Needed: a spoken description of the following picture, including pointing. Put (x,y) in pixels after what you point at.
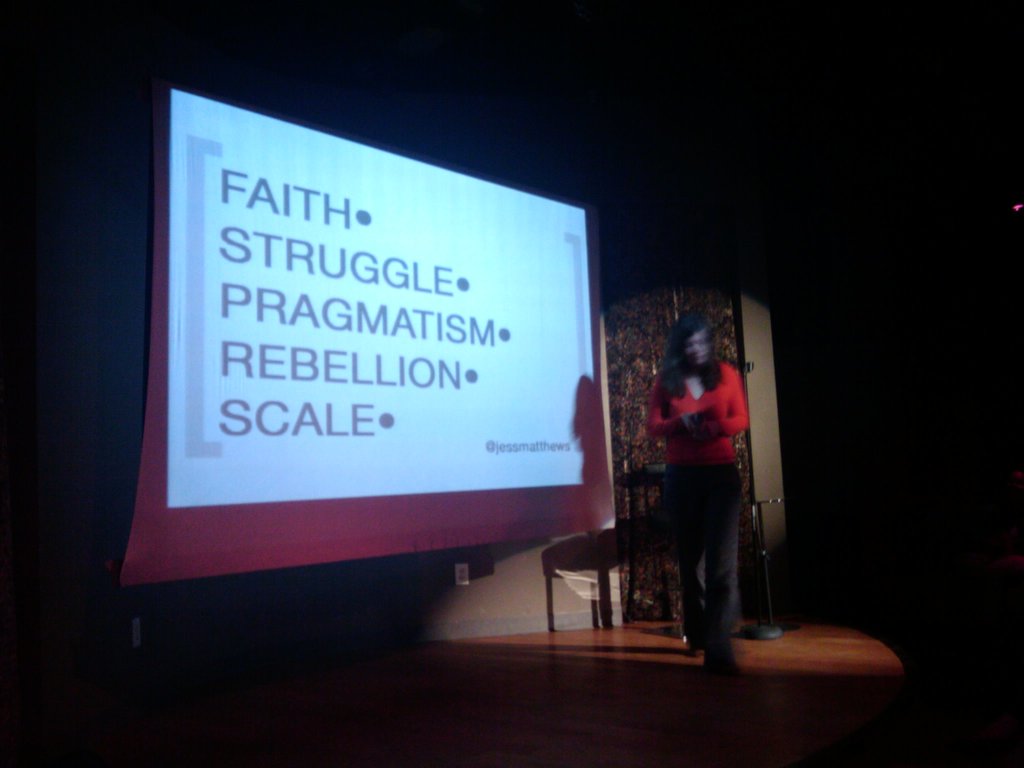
In this picture there is a woman (699,396) who is wearing red t-shirt (736,398), jeans (722,497) and shoes (732,669). She is holding a book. She is standing near to the projector screen (458,460). Behind her we can see the table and door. On the left (69,189) we can see the darkness (60,339).
